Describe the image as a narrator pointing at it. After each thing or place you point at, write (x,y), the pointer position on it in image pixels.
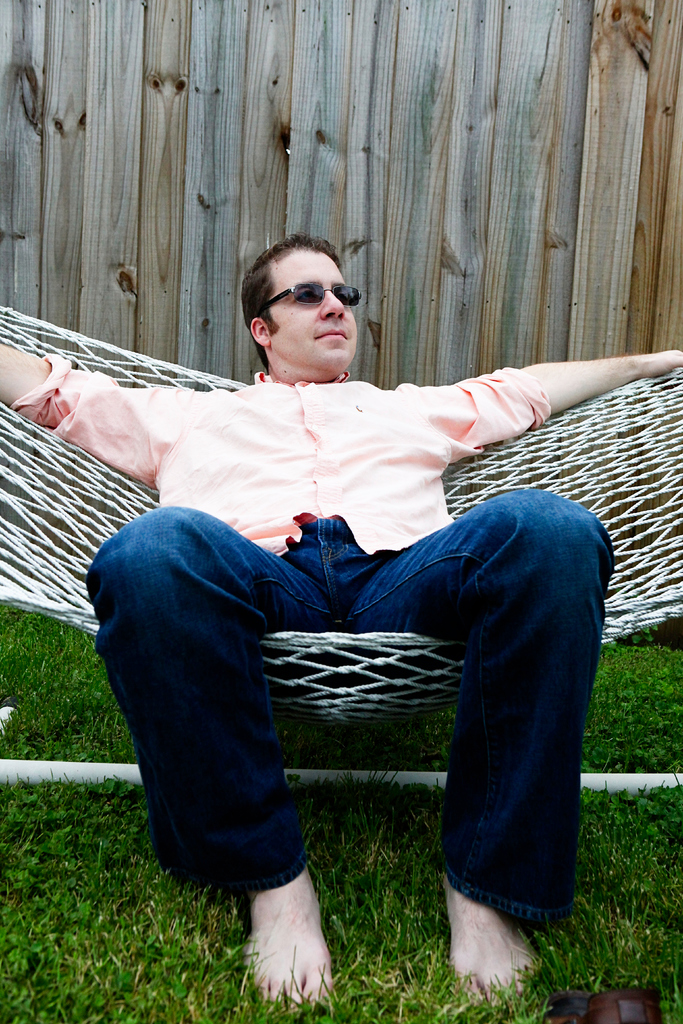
In this image I can see a person (302,515) wearing pink shirt (299,451), blue jeans (163,631) is sitting on the white colored net (72,494). I can see some grass (63,857), a white colored metal pole (76,778) and the wooden wall (194,164).
